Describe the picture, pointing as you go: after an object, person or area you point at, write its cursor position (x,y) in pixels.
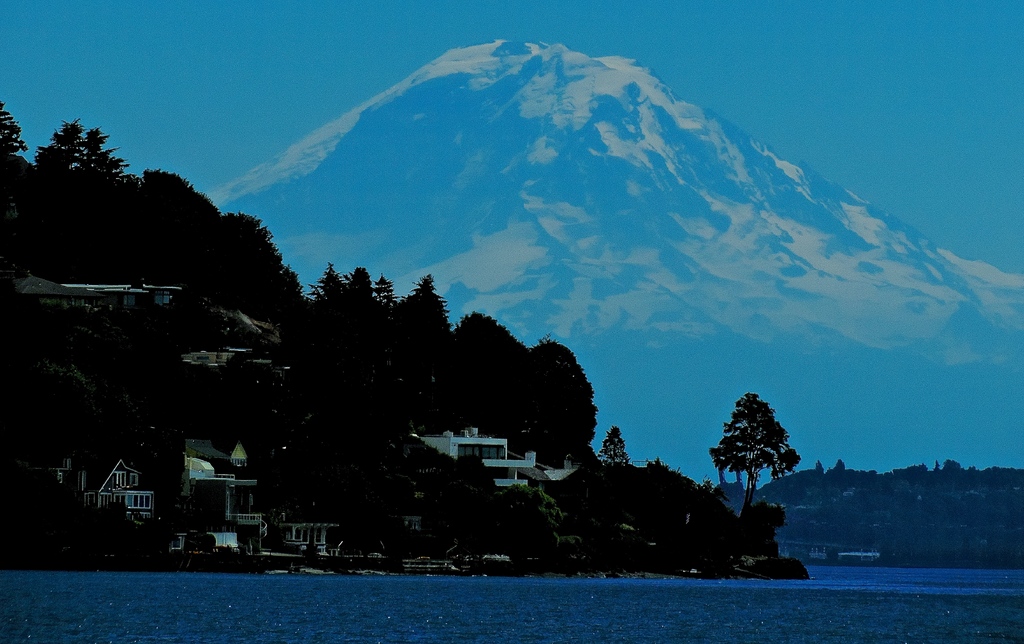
In the center of the image (533,398) we can see some buildings (264,524), trees (723,466) are present. At the top of the image (746,192) mountain (757,173) and sky (874,119) are there. At the bottom of the image (908,610) water (930,624) is present.
